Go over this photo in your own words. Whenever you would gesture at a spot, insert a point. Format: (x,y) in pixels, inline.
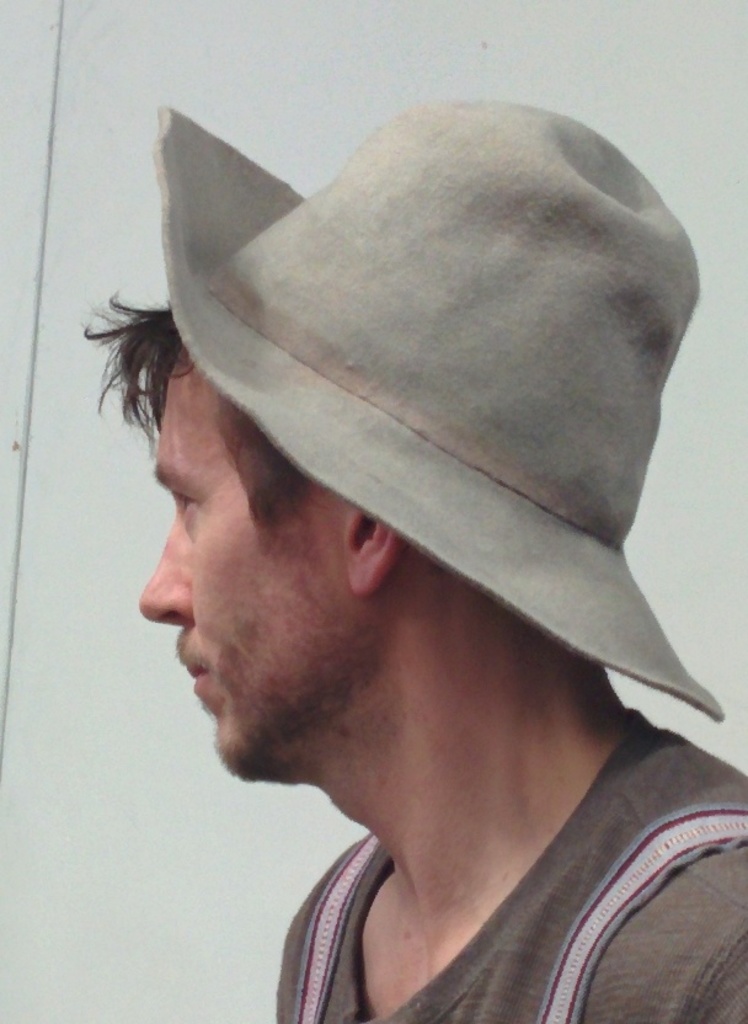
In the image there is a man (554,676) in the foreground (527,506), he is wearing a hat (343,479).
